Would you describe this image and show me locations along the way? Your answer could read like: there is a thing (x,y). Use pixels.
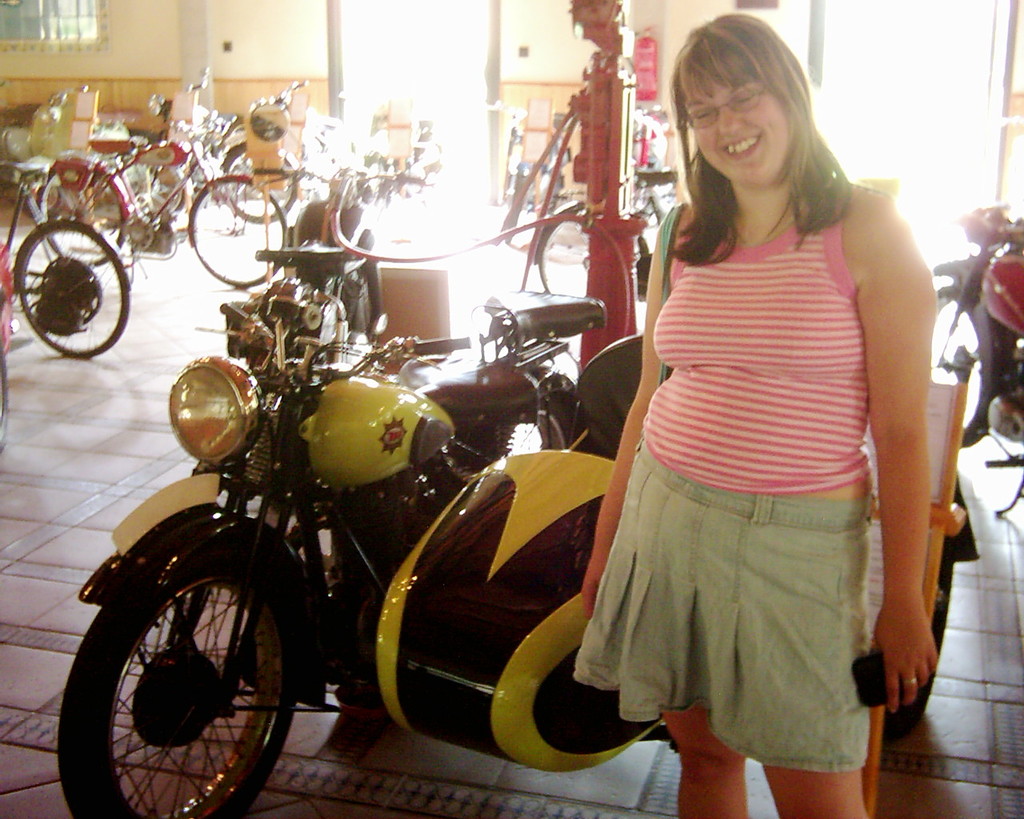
In this image there is a woman (729,181) standing with a smile on her face (746,141) and she is holding an object (862,660), beside and behind her there are a few vehicles (235,307) and a few bicycles (292,163), some metal structures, few objects (537,180), a board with some text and in the background (504,79) there is a wall (108,52) and a window (58,35).
